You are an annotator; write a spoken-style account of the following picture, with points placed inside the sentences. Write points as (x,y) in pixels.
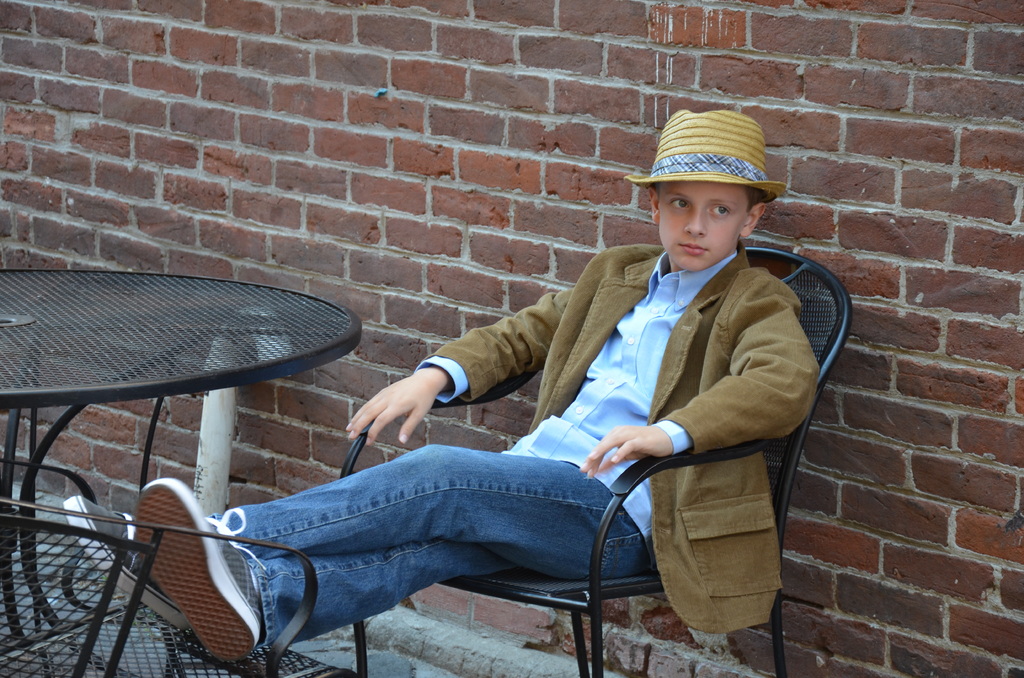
In this picture there is a boy (704,290) who is sitting on the chair (833,308). Beside him I can see the table (137,340). In the back (602,192) I can see the brick wall (560,89).
